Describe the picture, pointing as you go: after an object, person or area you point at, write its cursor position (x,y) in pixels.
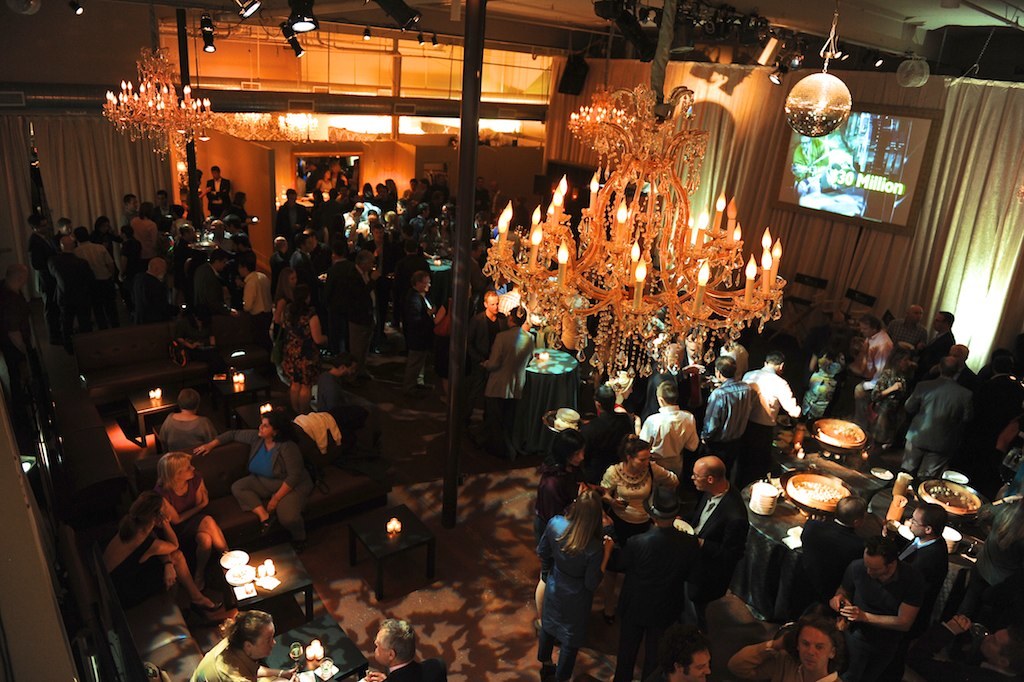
In this picture there is a group of men and women (703,481) standing in the big hall (515,416) and discussing something. Above we can see the hanging chandelier (612,336) and some spot lights (316,30). In the background (822,200) there is a white curtain (1012,118) and a projector screen (819,188).
